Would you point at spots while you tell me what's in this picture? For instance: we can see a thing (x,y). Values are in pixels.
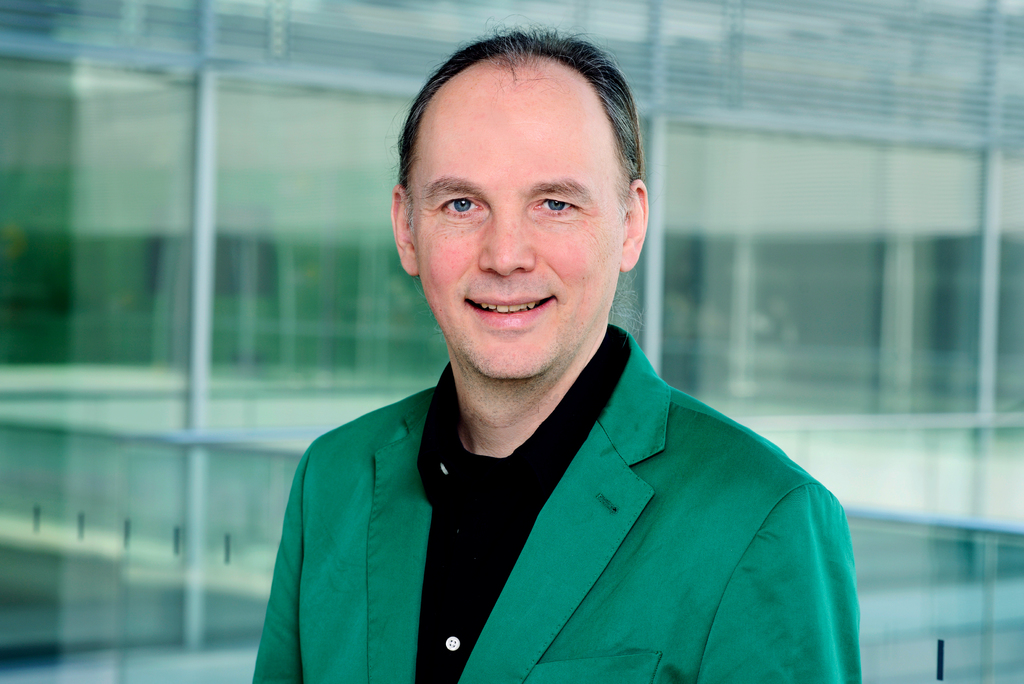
This image consists of a man (589,519) wearing a green suit (561,573). In the background (124,396), we can see a glass (109,339) and a building (154,119).
